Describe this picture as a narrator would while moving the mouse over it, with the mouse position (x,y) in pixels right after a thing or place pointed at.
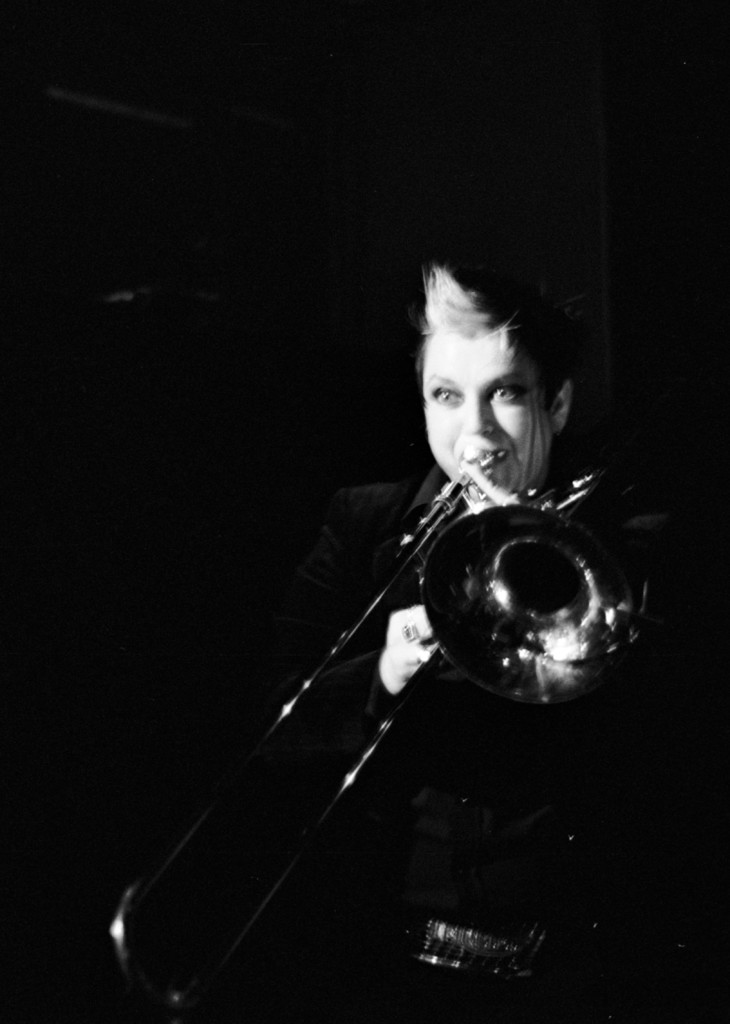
In this image we can see a woman (470,705) is playing musical instrument (542,562). The background of the image (641,829) is dark.
